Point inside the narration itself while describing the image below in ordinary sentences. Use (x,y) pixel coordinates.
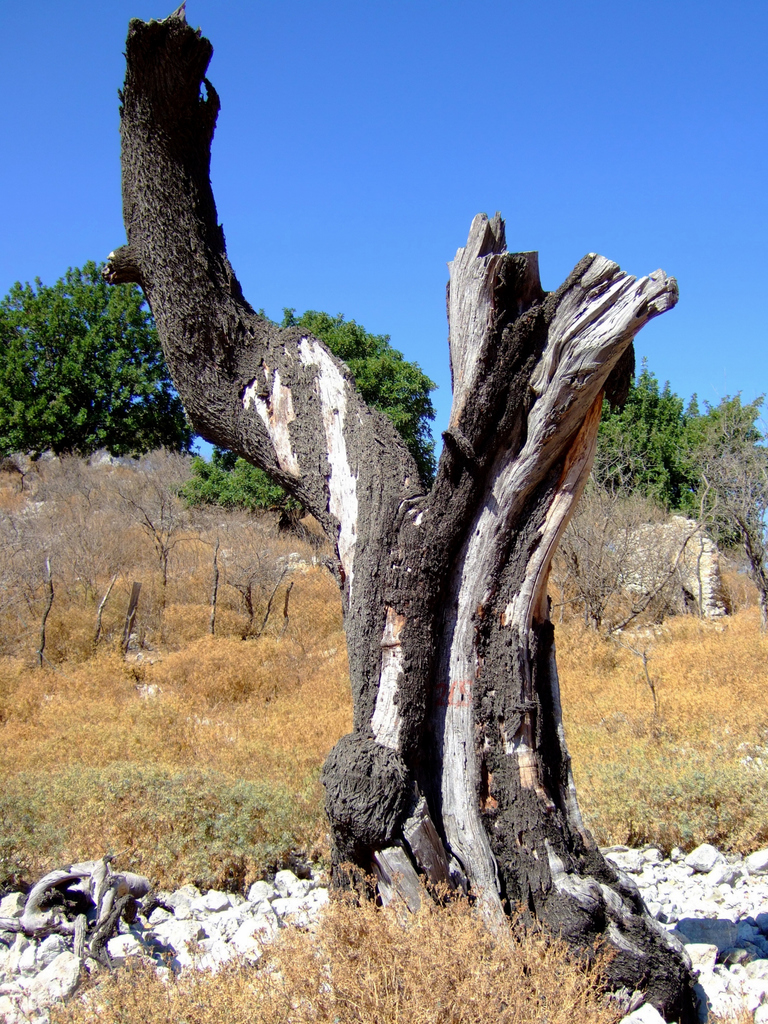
In this image we can see the trees (74,395), grass (651,715) and also the stones (750,880). In the center (383,633) we can see the bark (470,448) of a tree (355,686). We can also see the sky (438,68) in the background (417,107).
